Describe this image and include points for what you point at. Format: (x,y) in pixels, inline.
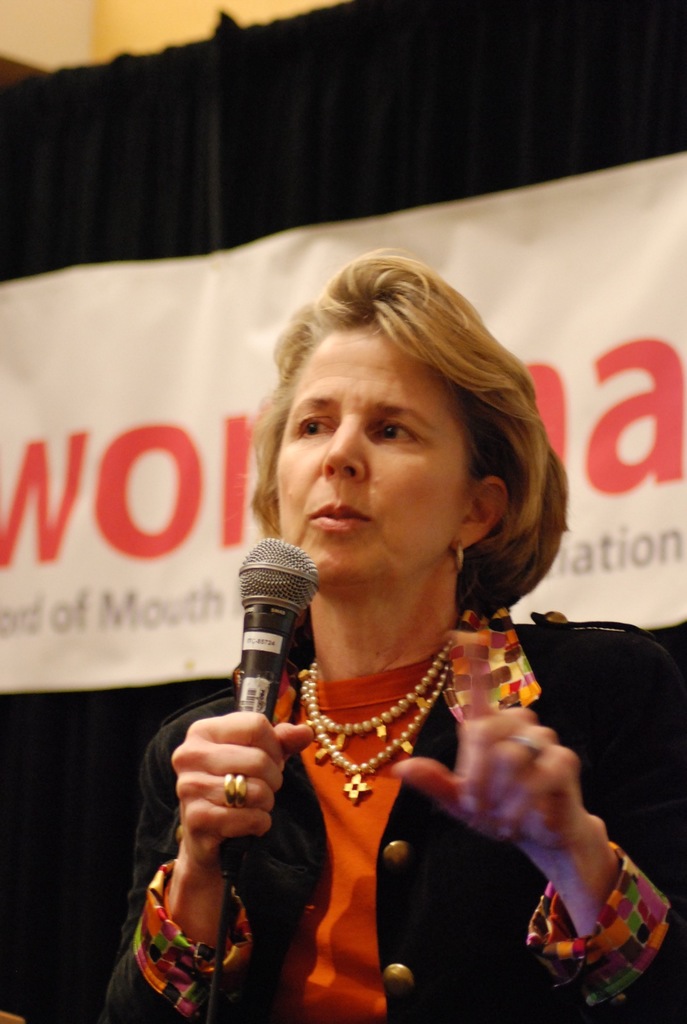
In the center of the image (402,417) we can see a lady (392,646) is holding mic (267,690) and talking. In the background of the image (160,414) we can see banner (159,428), cloth (192,137). At the top left corner (122,31) there is a wall (126,12).
